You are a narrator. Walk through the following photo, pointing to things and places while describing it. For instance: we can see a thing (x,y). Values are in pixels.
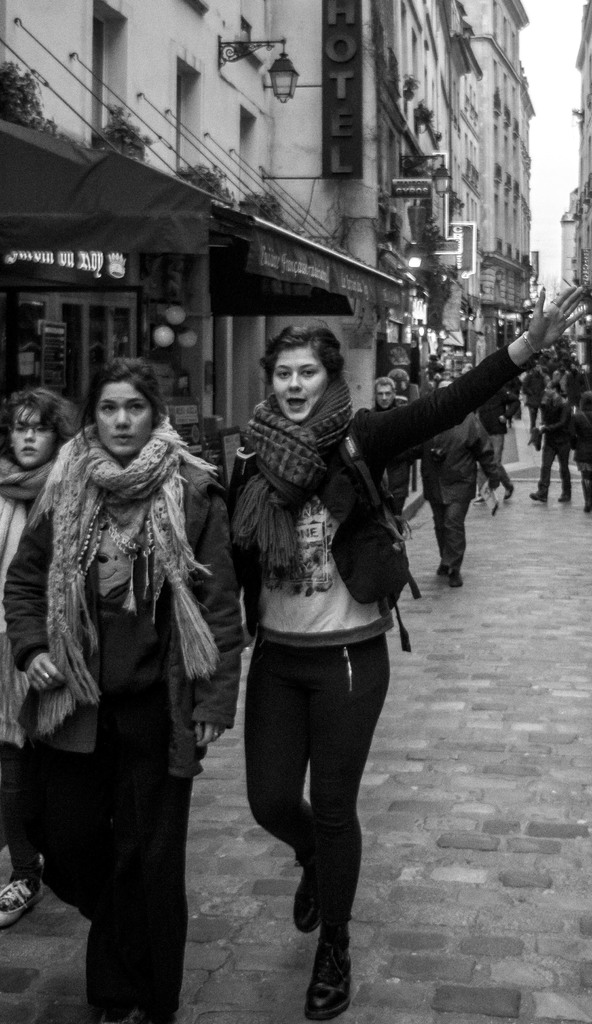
This is a black and white pic. In this image we can see few persons (252,528) are walking on the road (424,694). In the background (349,180) we can see buildings (170,42), hoardings (92,258), poles (59,98), objects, name board (472,246) the wall (323,187), tent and sky (563,28).
